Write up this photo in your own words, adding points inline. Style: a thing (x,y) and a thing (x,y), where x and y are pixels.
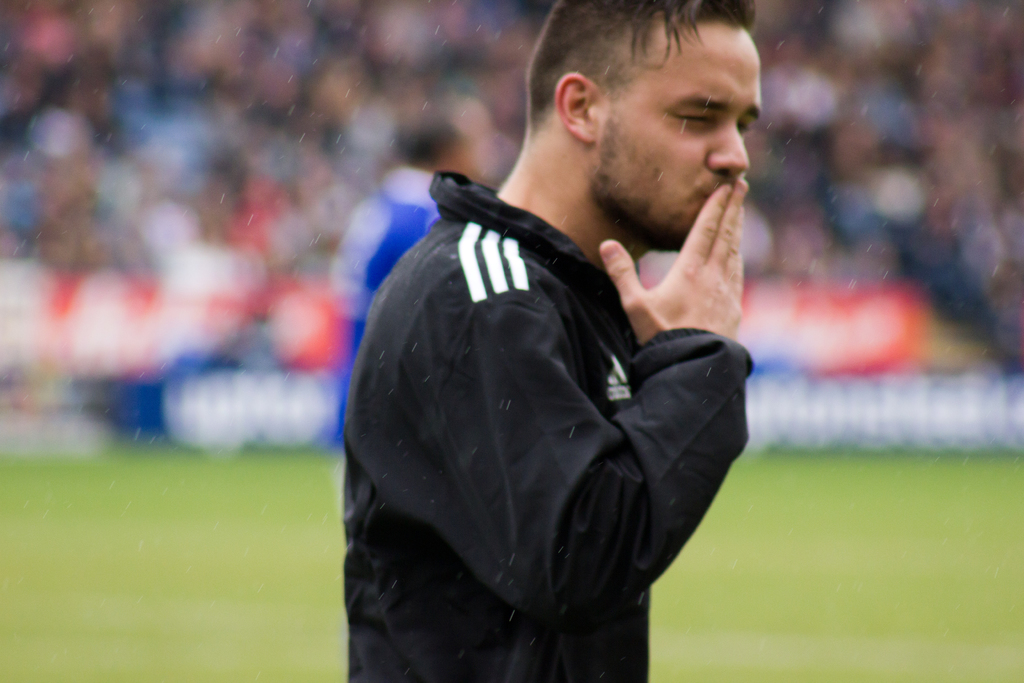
There is one person (541,424) standing and wearing a black color jacket (488,434) in the middle of this image (492,423). It seems like there is a crowd (426,117) in the background (858,202).
